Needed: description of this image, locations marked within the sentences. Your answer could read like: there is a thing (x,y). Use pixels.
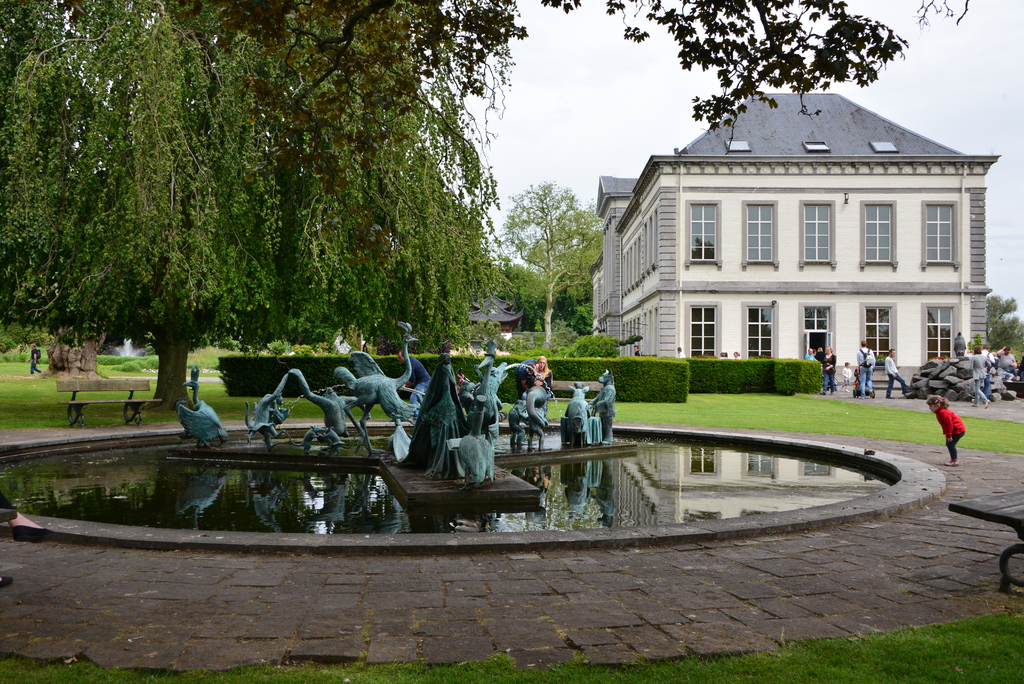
In this image in the front (482,658) there's grass (611,669) on the ground (537,664). In the center (435,399) there are statues (439,401) and there is water pond (313,501). In the background (269,280) there are trees (547,251), there is a building (746,271) and there are persons (872,369) and on the left side (119,384) there is an empty bench (100,387) and there are plants (668,363). In the background (934,375) on the right side (944,374) there are stones (950,374).
